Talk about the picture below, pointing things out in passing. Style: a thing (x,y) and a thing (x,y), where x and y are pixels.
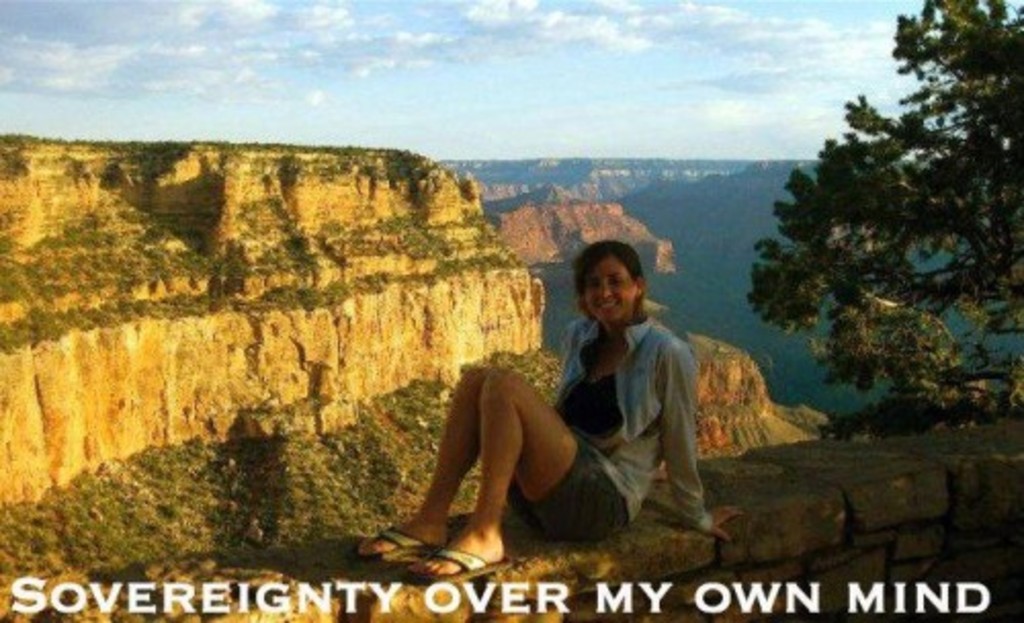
In this picture we can see a woman (449,418) sitting on the wall (780,518) and smiling and at the back of her we can see a tree (772,278), mountains (689,309) and in the background (190,93) we can see the sky (212,73) with clouds (204,56).
